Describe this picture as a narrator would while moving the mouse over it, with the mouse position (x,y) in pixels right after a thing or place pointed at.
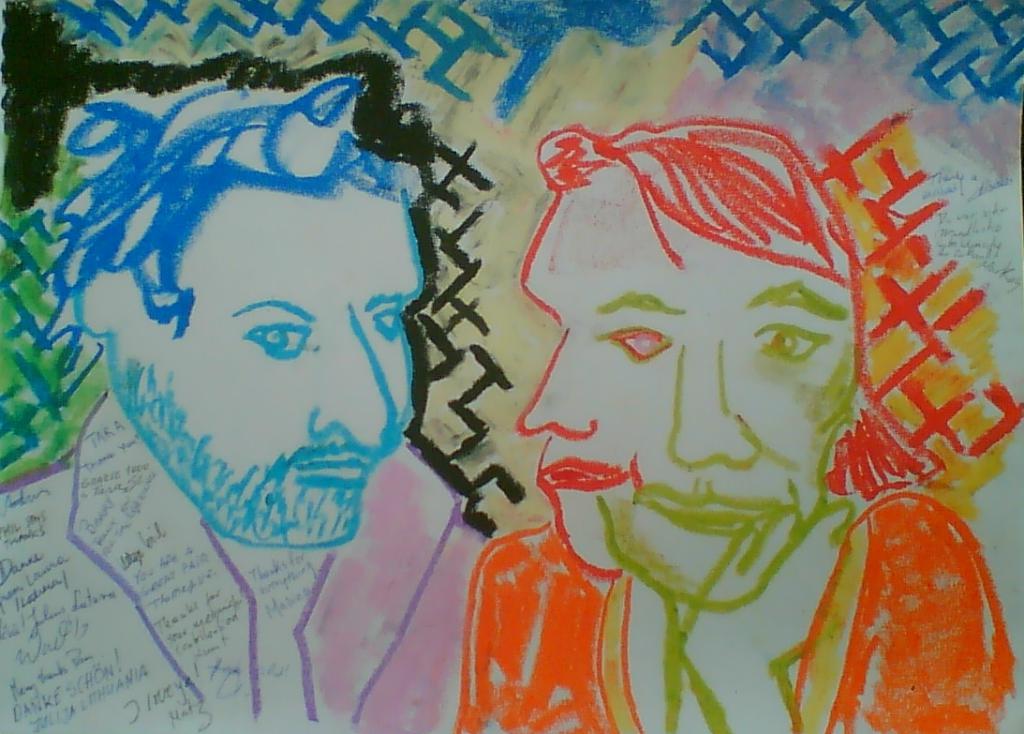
There are some drawings (330,366) on the paper (68,607), the images (646,377) of people (456,524) are drawn on a paper (455,124) using crayons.
